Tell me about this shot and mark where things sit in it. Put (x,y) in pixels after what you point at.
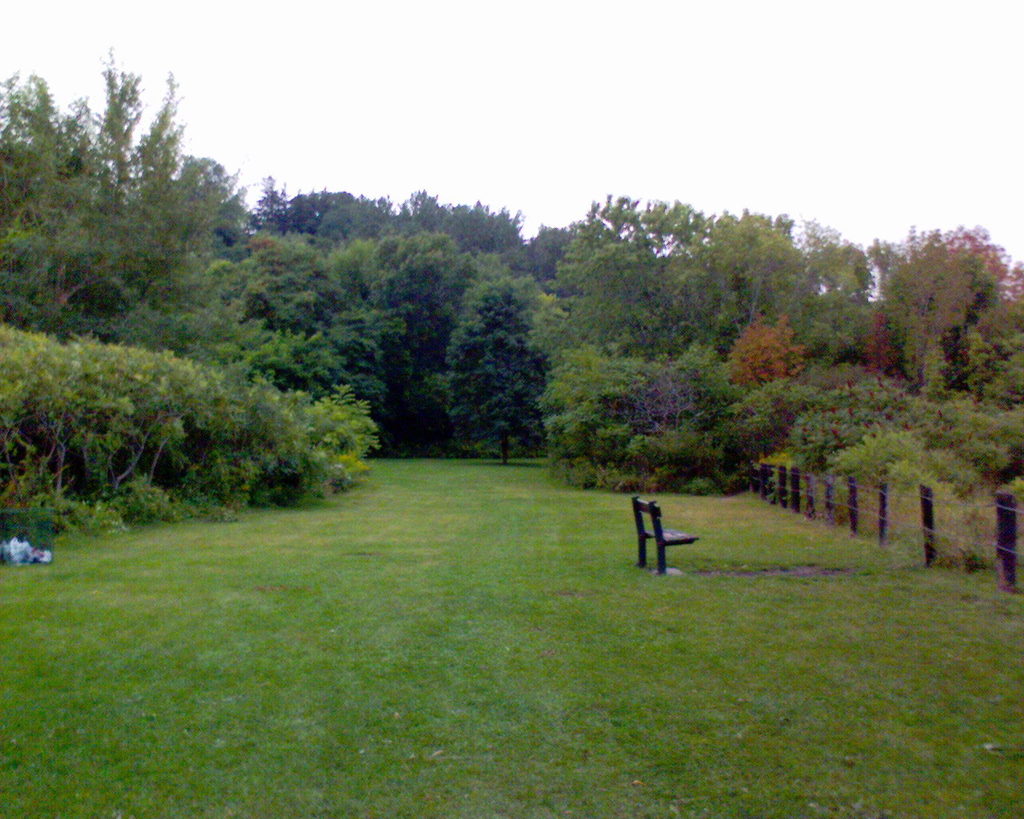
On the right side (810,501), there is a fence (831,484) and a bench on the ground (428,676), on which there is grass (421,699). On the left side (37,355), there are plants (184,367) and trees (243,252) on the ground (385,461). In the background (359,222), there are trees (746,329) and there is sky (515,76).
